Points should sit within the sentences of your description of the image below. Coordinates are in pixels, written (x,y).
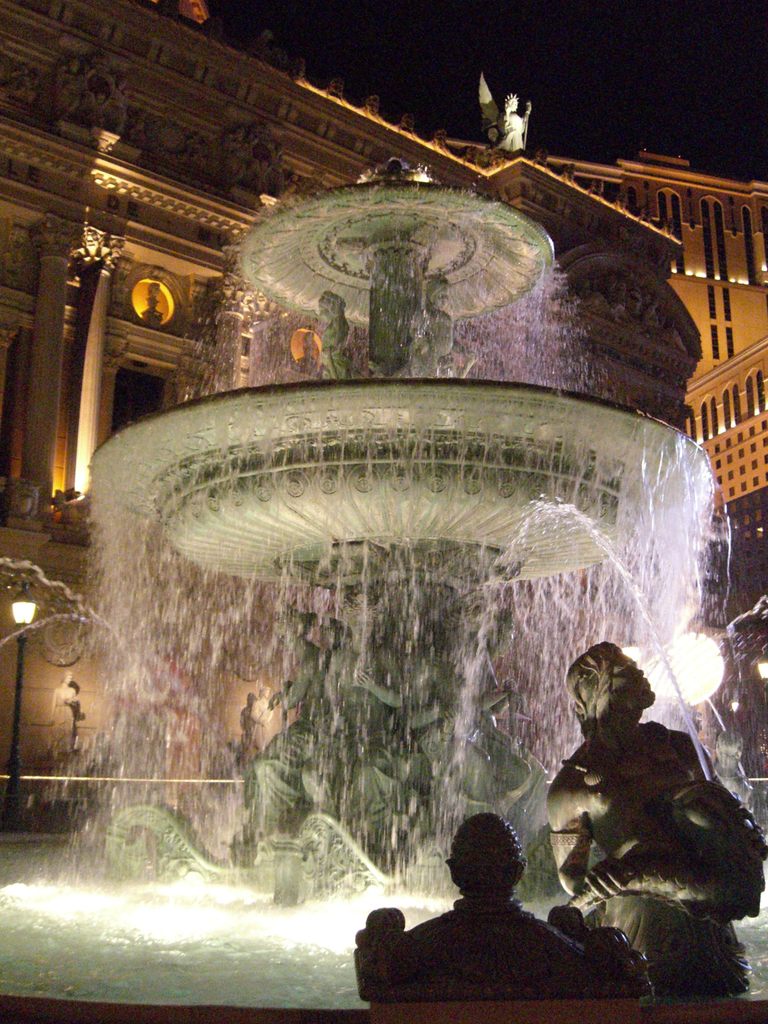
In this picture, we see the fountain (402,520). At the bottom (179,916), we see water (248,938). In the right bottom (621,823), we see the statue (634,912) of the man (607,771). On the left side (17,825), we see a light pole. In the background (238,225), we see a building (186,222). On top of the building (553,183), we see the statue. At the top (634,62), we see the sky (546,103). This picture might be clicked in the dark.
